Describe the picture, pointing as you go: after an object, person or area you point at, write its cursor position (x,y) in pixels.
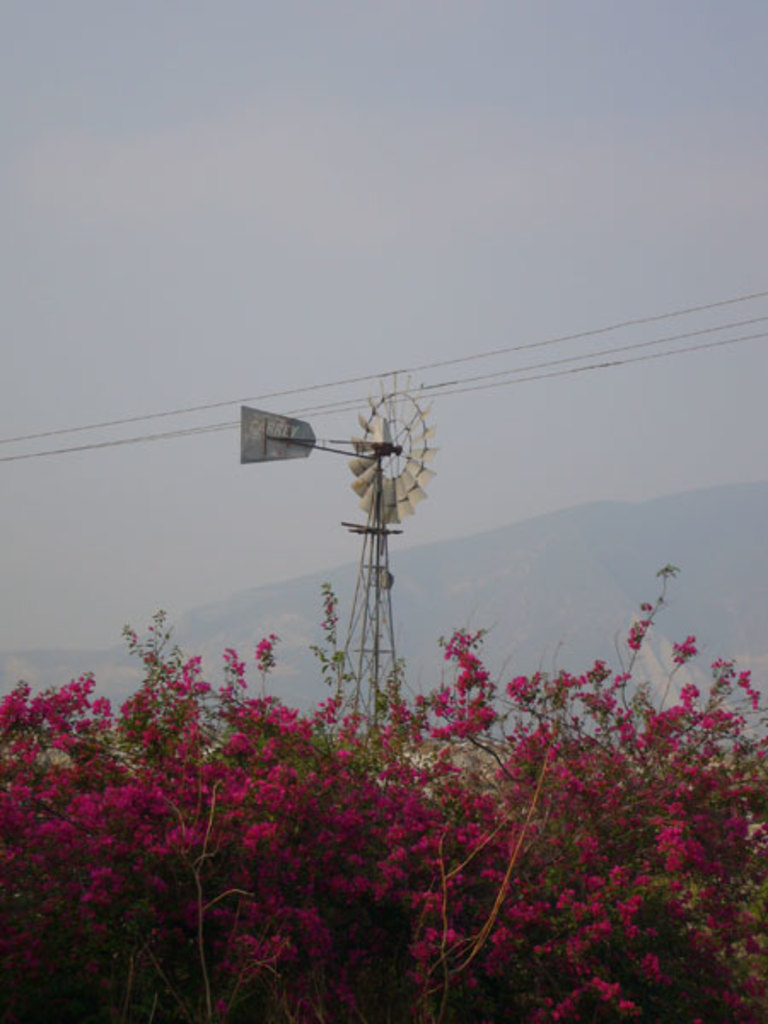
In this image I can see number of flowers (391,809), a windmill (406,415), few wires (378,377) and the sky (313,308) in the background (429,253).
